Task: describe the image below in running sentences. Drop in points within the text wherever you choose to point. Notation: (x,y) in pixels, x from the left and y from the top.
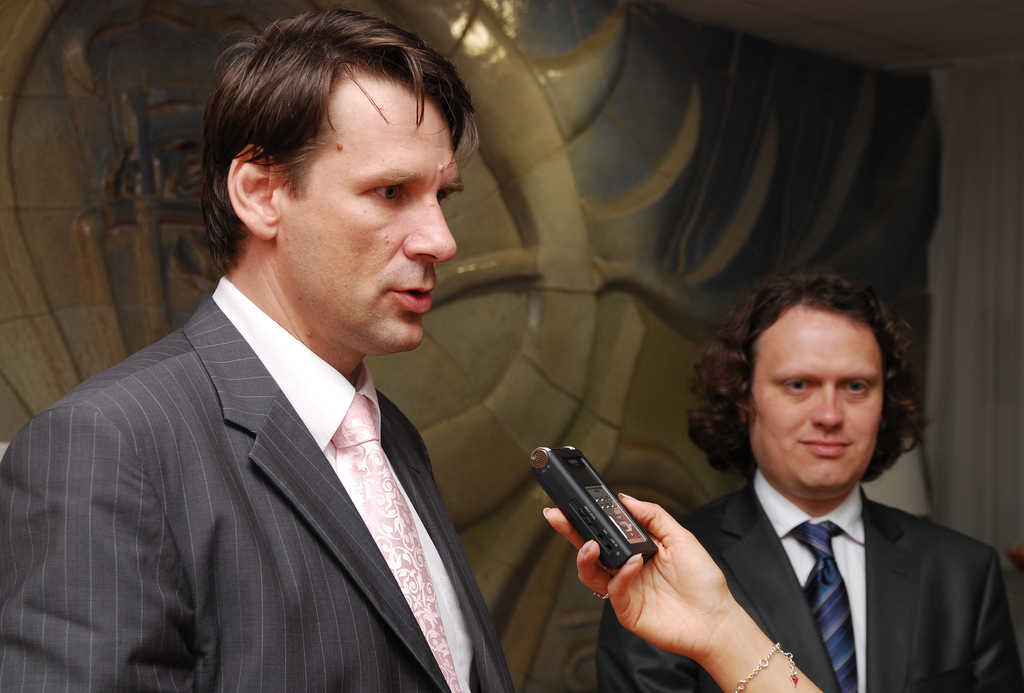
In this image we can see two persons (756,458) standing in the room (935,34) and there is a person's hand (663,630) holding an object (617,531). In the background (556,629), we can see a wall (2,212) with some design (27,178).
